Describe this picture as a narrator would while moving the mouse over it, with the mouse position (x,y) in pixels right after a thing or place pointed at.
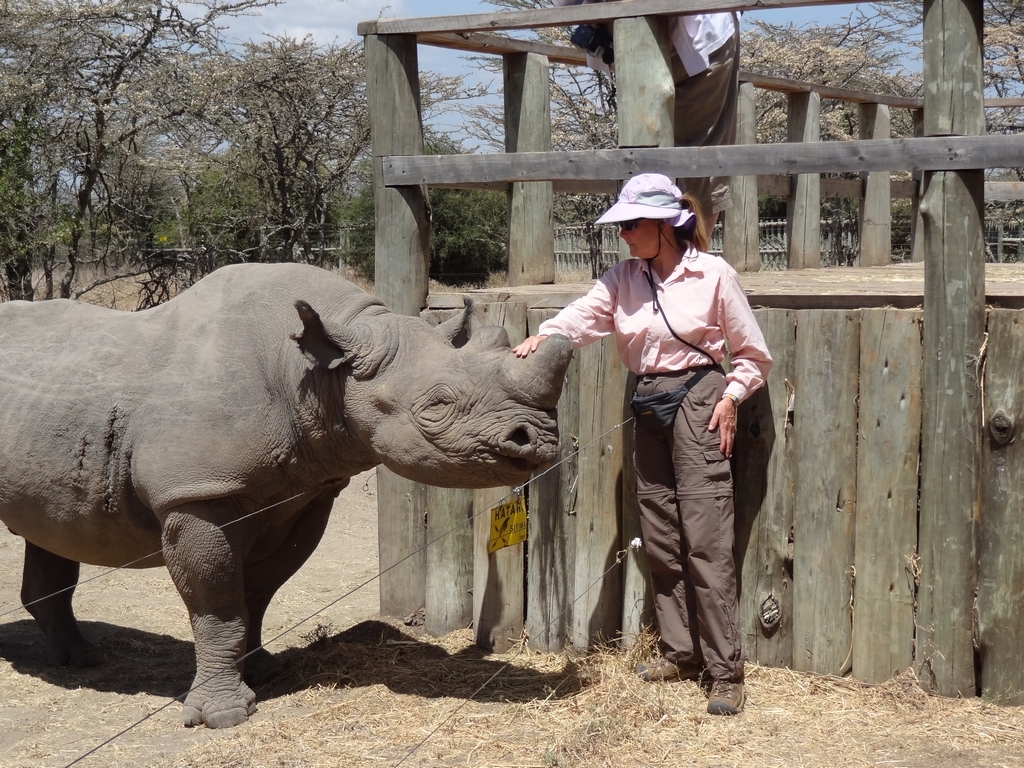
In this picture we can see a rhinoceros (277,435) and a person (681,358) are standing, at the bottom (628,710) there is grass (495,702), in the background (278,109) we can see trees (785,50), on the right side (885,374) we can see wood (913,423), there is the sky (349,32) at the top of the picture (299,31).
